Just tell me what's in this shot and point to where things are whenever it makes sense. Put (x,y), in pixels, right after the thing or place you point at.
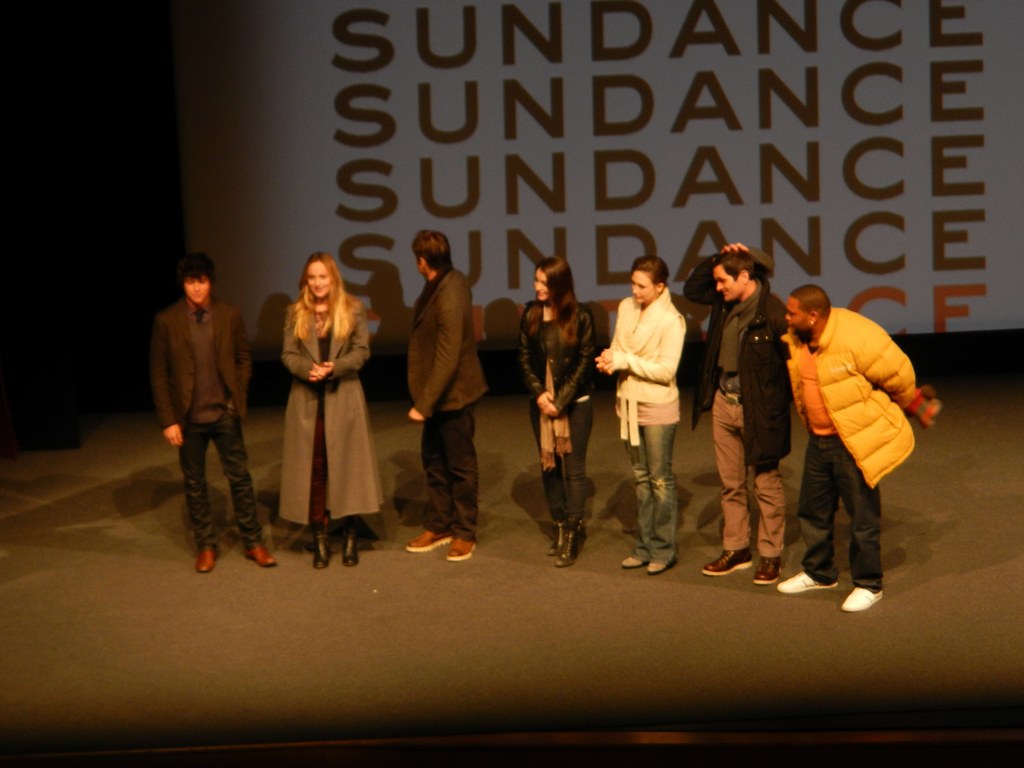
In this image we can see persons (335,413) standing on dais (402,645). In the background (13,104) we can see screen (730,188) and wall (69,200).
